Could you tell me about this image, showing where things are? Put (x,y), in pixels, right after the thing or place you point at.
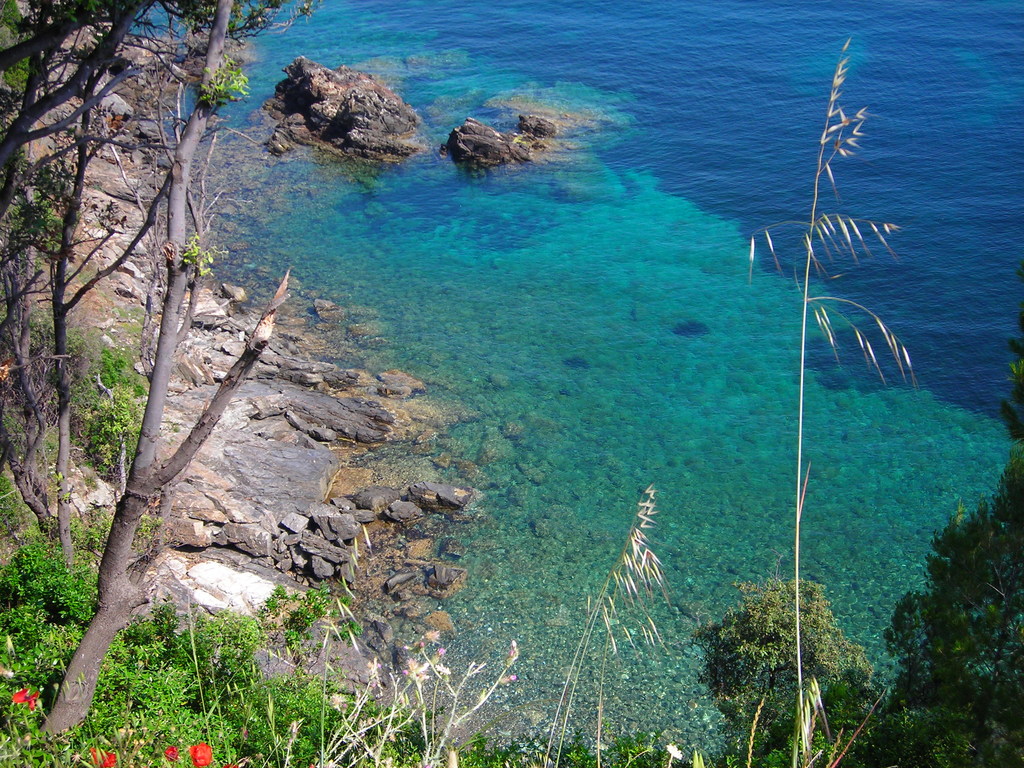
On the left side of the image (59,100) we can see trees (118,621). At the bottom (171,747) there are flowers (171,747). In the background (522,299) there is water (606,365) and we can see stones (355,492).
